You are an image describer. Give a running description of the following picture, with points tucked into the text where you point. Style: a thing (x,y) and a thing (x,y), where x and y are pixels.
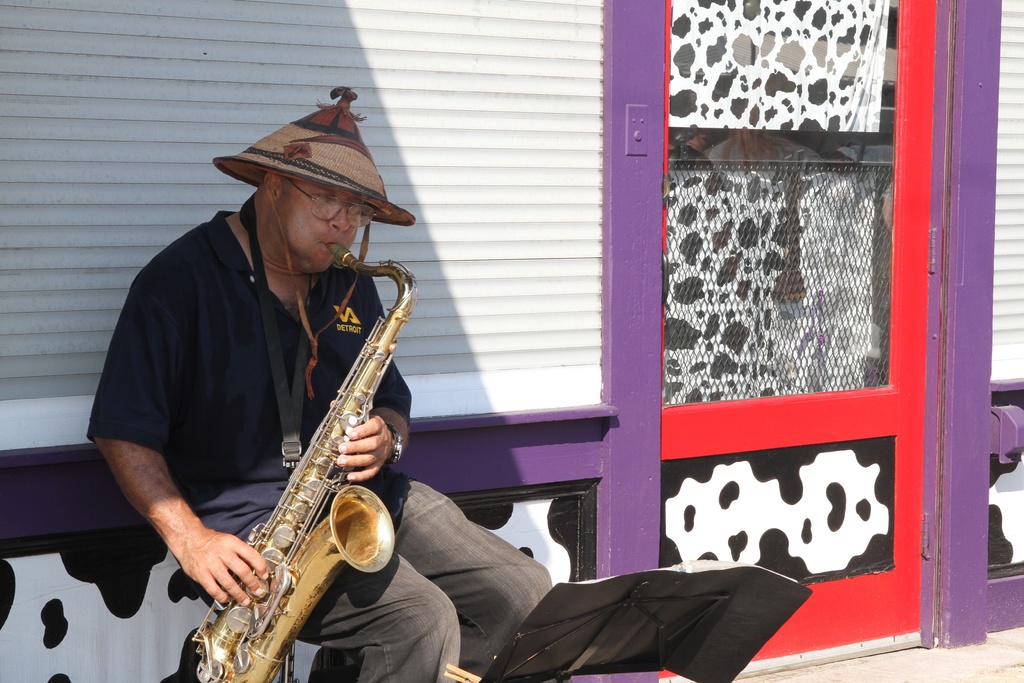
In the center of the image (407,440) we can see a man (283,316) sitting and playing saxophone (353,417), before him there is a book (601,617) placed on the stand (626,641). In the background (564,291) there is a wall (519,110) and we can see a door (797,198).
